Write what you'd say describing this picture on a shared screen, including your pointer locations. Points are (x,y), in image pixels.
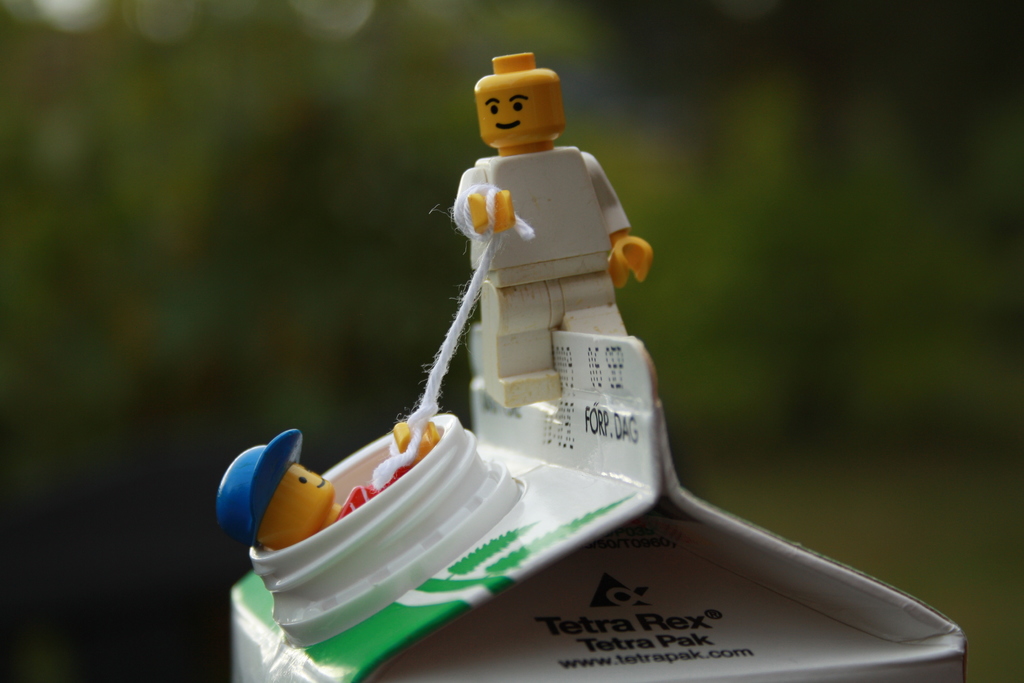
In this picture I can see toys (544,338) and a white color thread (440,375) tied to it. Here I can see some names (653,634) written on it. The background of the image (452,370) is blur.
